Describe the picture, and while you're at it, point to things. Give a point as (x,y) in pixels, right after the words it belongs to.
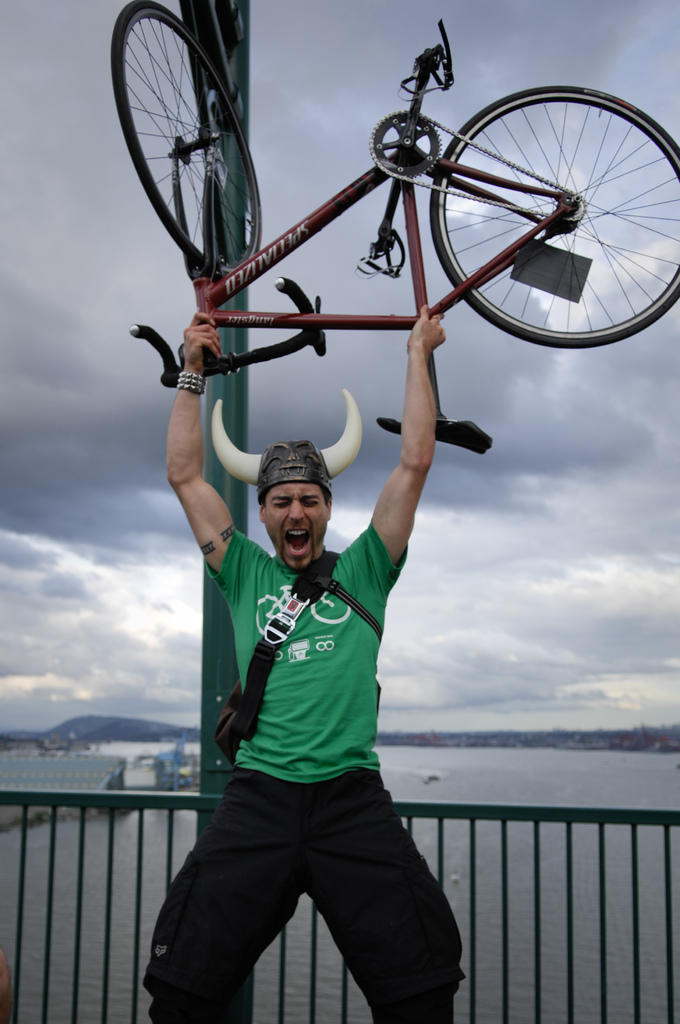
In this image there is a person (200,914) lifted a bicycle (308,310), behind the person (206,830) there is a metal fence (472,839) and a metal rod (215,99), behind the metal fence (141,823) there is sea (417,755), in the background of the image (50,779) there are mountains (152,730) and a shed (94,771).
